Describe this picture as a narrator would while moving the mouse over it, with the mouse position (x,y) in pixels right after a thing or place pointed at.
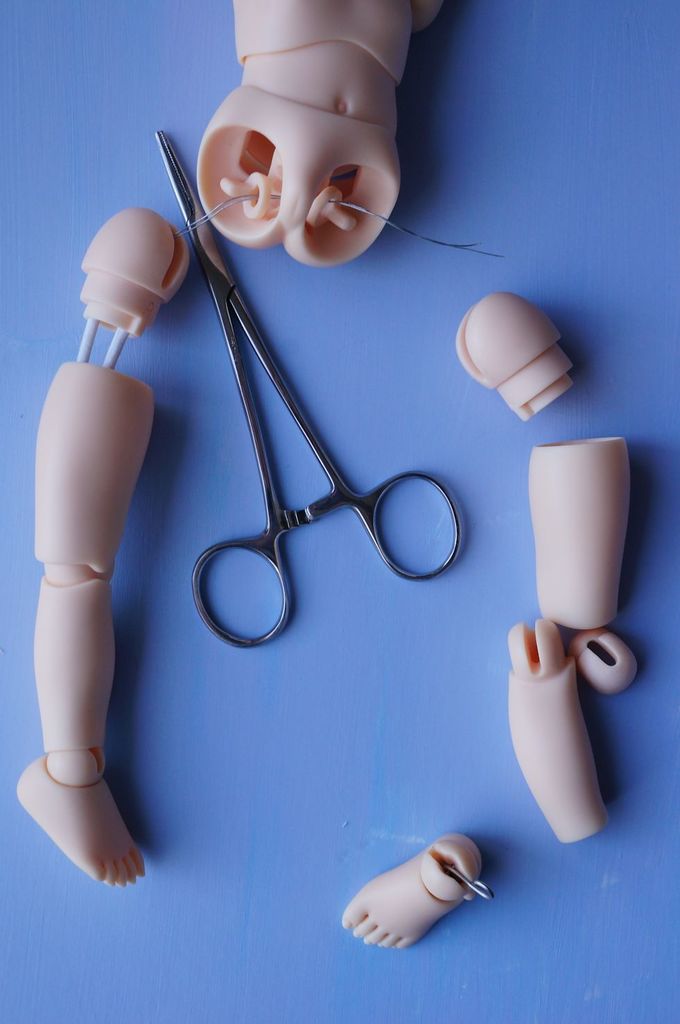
In this image there is a table (599,240) on that table (186,608) there is a scissor (174,175) and different parts (305,78) of a toy (290,118).
